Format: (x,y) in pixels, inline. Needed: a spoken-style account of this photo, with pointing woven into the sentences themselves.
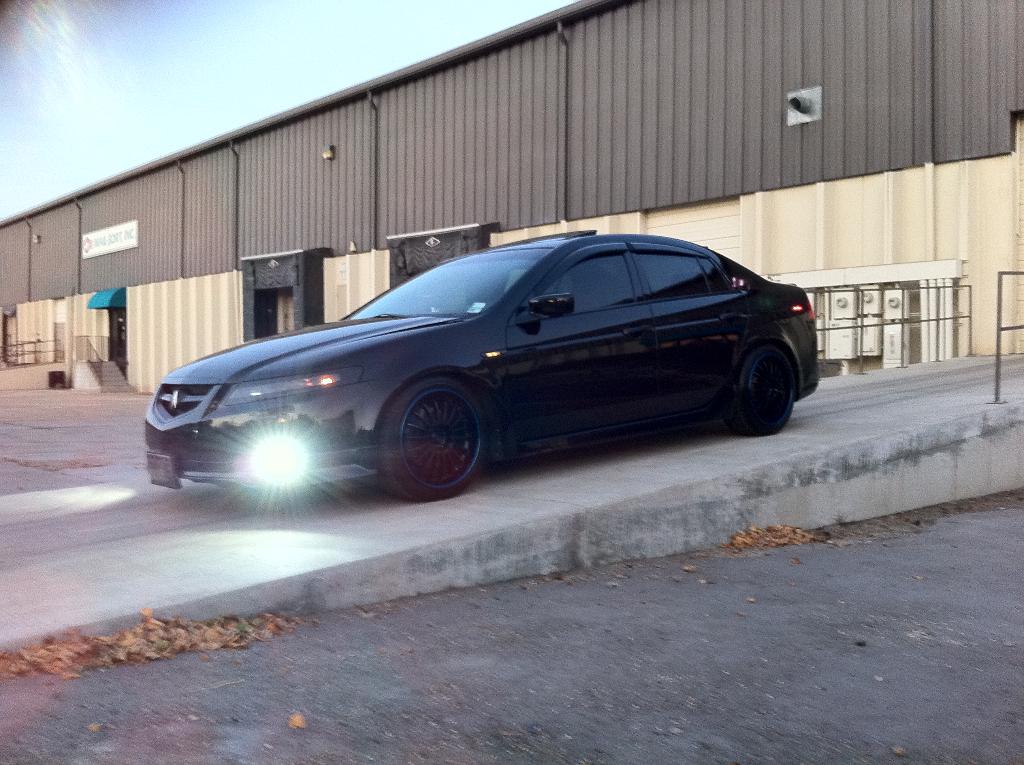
In this image in the center (554,363) there is a car (532,397) which is black in colour moving on the ramp (672,436). In the background (359,260) there is a tin shed (392,238). In the front (163,633) on the ground (797,566) there are dry leaves (152,636).
